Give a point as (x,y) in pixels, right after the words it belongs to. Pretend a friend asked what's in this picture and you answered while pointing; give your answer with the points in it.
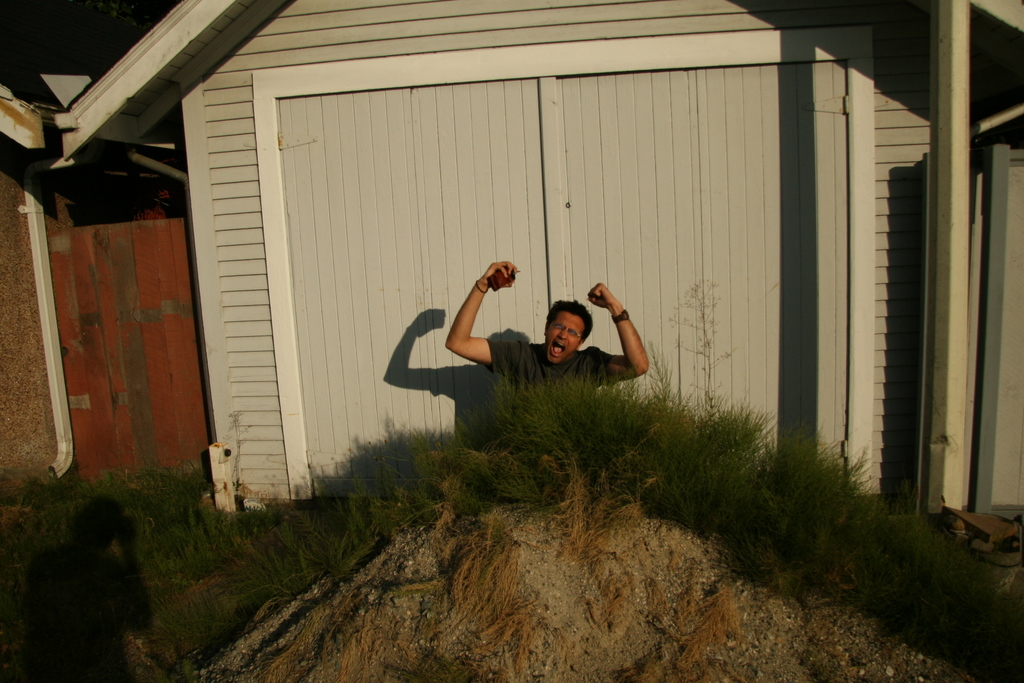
In the center of the image (519,347) there is a person (543,359) sitting on the ground (301,600). At the bottom of the image (723,466) we can see ground (584,602) and grass (131,490). In the background (35,268) there are houses (648,189).
